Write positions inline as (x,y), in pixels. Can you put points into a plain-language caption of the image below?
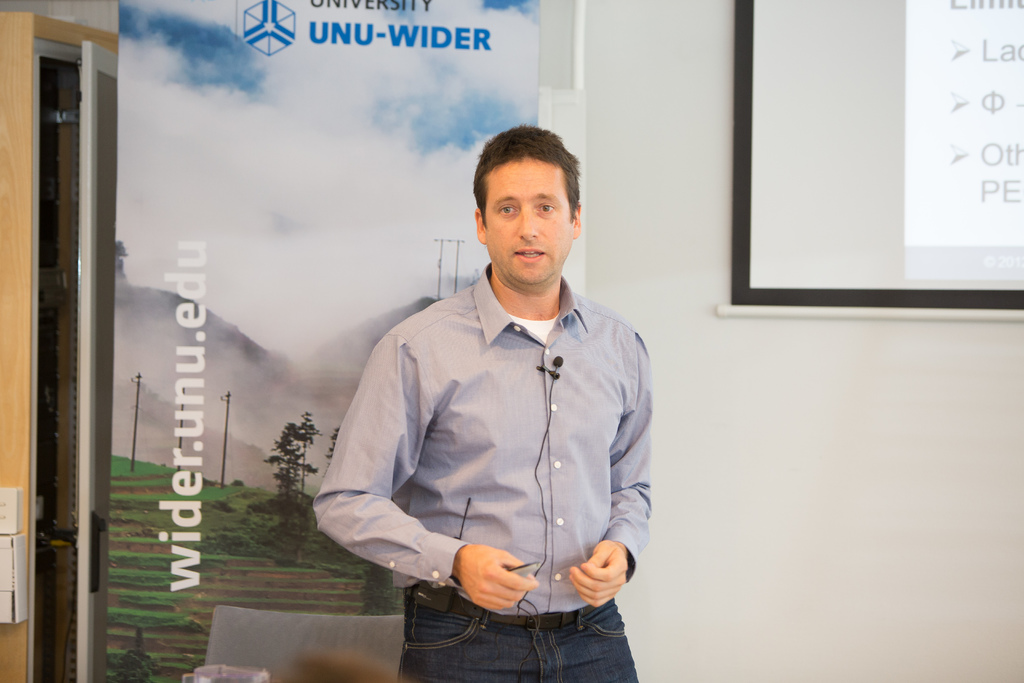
In this image we can see a person (492,464) wearing blue color shirt (491,468) and jeans (540,637) wearing microphone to his shirt (563,455) and in the background of the image (593,249) we can see a wall (666,251), projector screen (872,204) and some poster (252,368).
